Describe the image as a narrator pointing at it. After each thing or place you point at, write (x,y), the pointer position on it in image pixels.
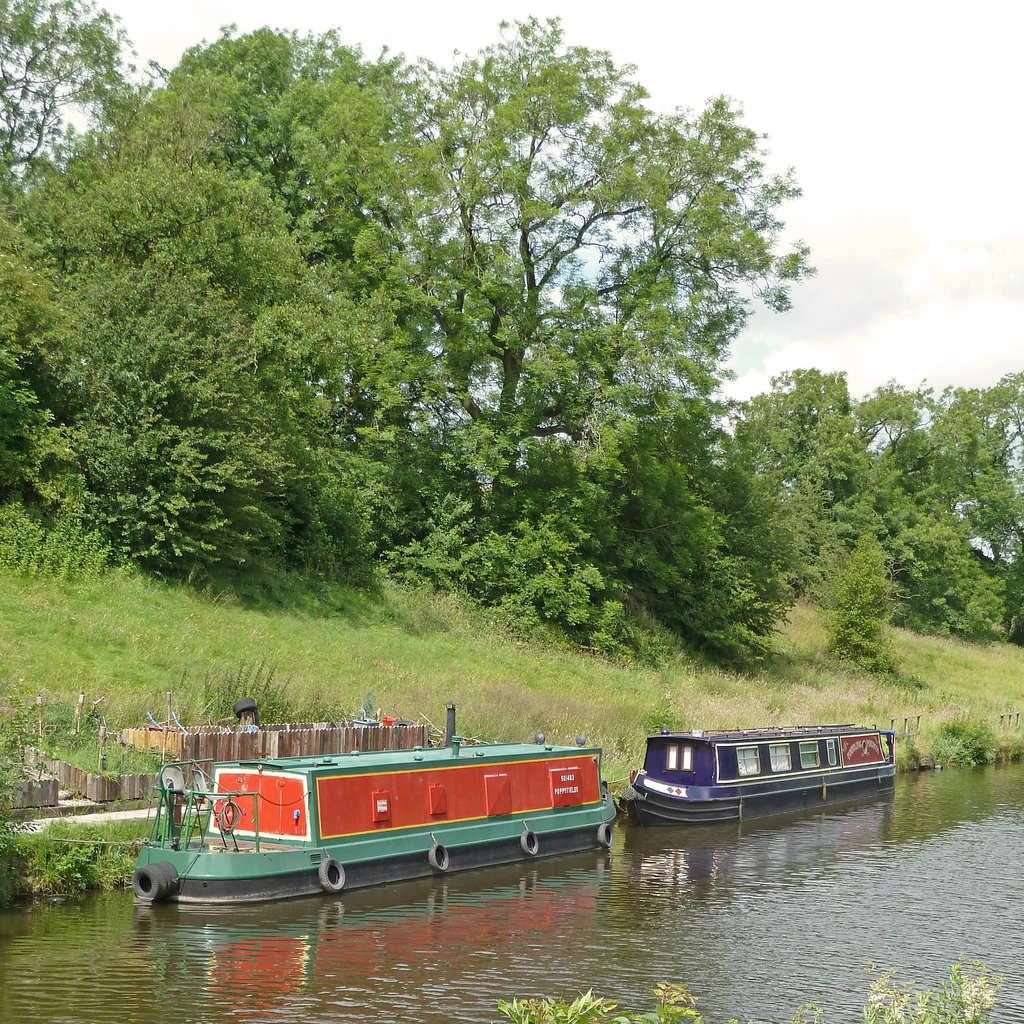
In this picture I can see boats (439,764) on the water (15,931), there are plants (585,707), trees (550,65), and in the background (779,128) there is sky (824,138).
